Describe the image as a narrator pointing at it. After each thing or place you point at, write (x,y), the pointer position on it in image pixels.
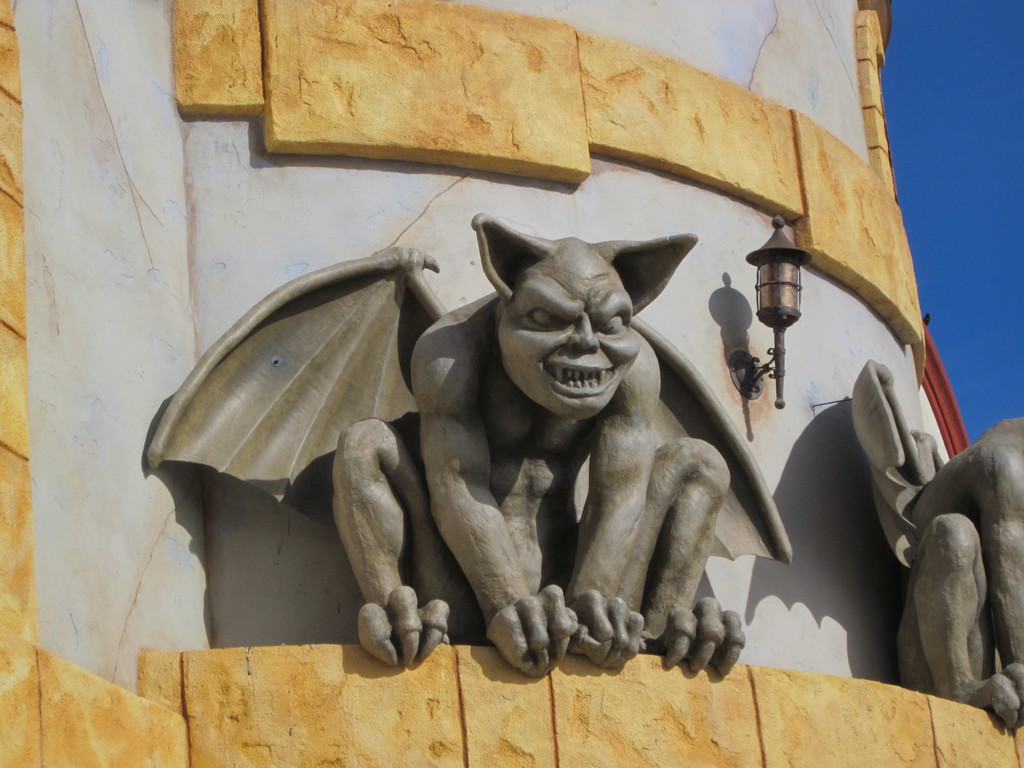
In this picture we can see there are sculptures (561,569). There is a street lamp (771,304) attached to the wall (756,319) of a building (718,354). In the top right corner of the image (933,166), there is the sky (958,237).
